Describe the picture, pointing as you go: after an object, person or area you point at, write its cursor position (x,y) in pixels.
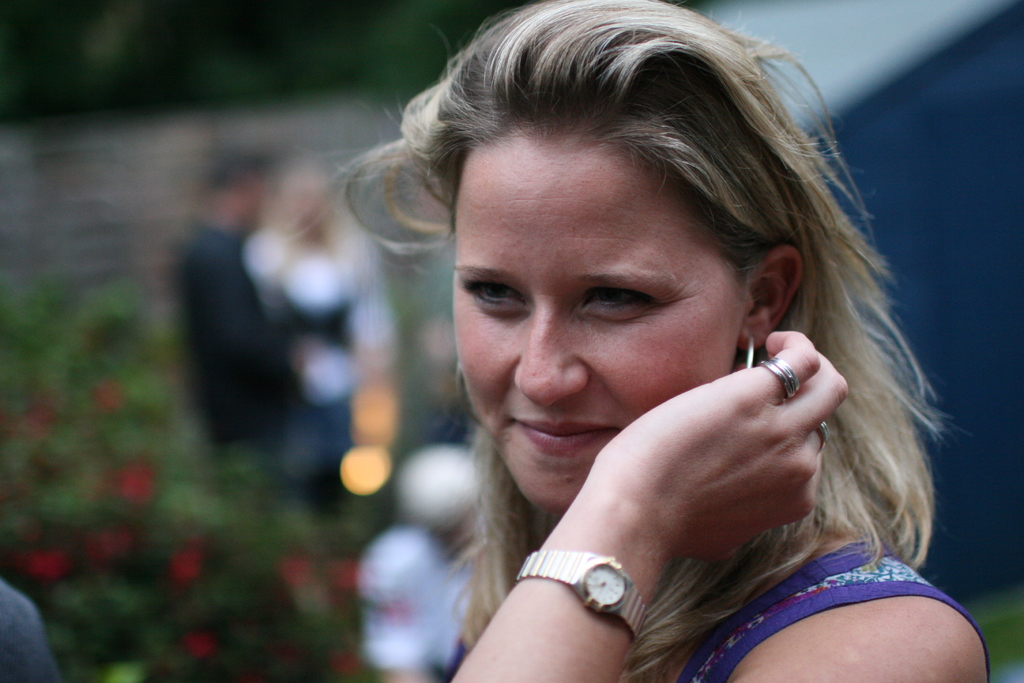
In this image there is a woman (600,371) with a smile (578,429) on her face (560,334), behind the woman (483,312) there is a couple (321,264) standing.
